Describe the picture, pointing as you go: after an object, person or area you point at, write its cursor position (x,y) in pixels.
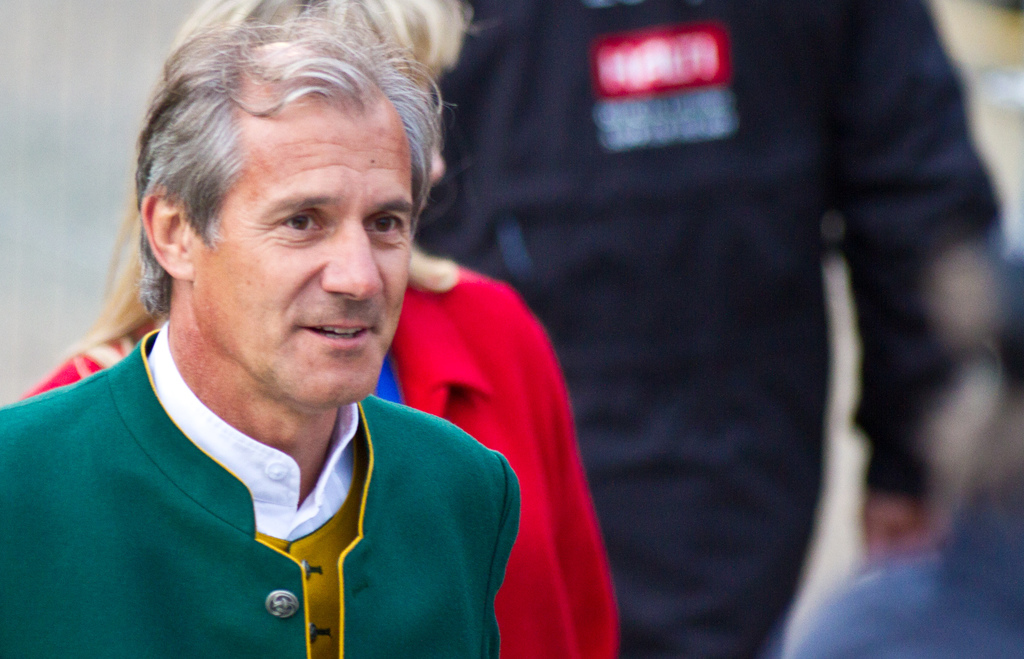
In this picture there are people (514,262). In the background of the image (744,154) it is blurry.
